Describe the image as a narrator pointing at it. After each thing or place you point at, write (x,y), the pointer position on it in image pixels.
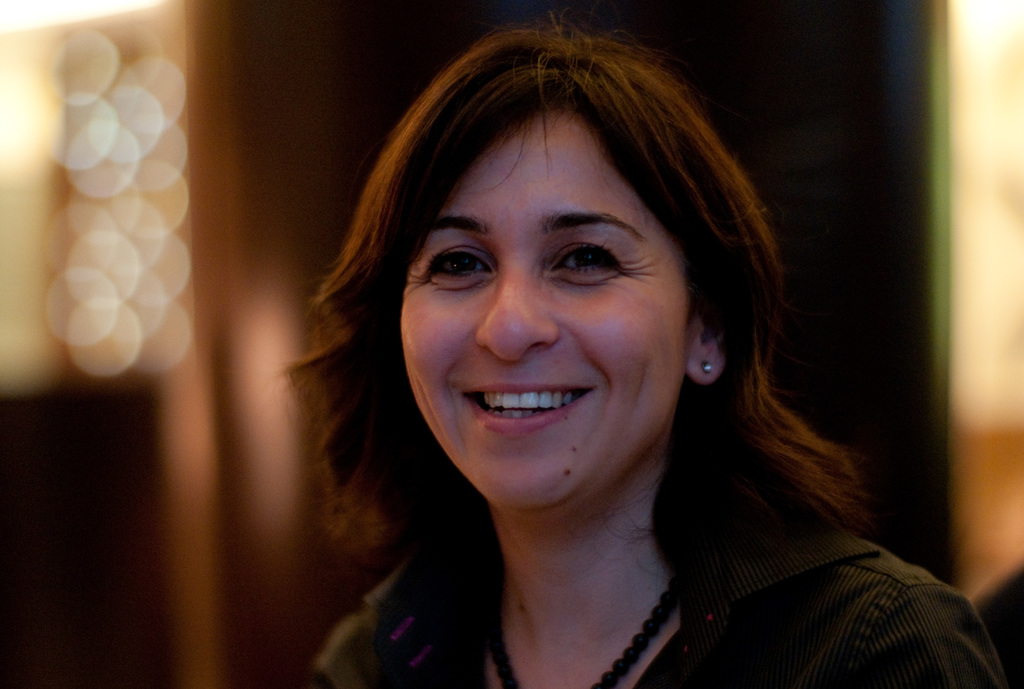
Here in this picture we can see a woman (604,271) present over a place and she is smiling and we can see the background (187,108) is in blurry manner.
